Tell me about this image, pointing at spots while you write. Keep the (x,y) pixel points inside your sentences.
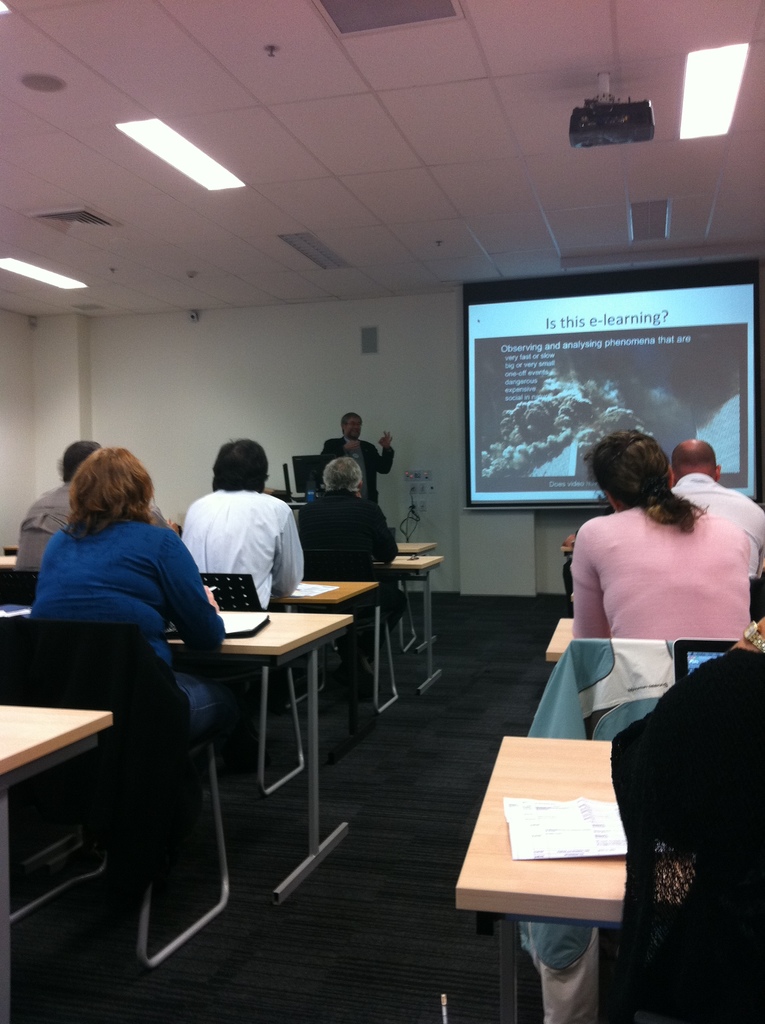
This picture is taken inside a hall (262,796). There are many chairs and table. People (197,643) are sitting on chair (318,572). In front of them there is man (353,434) talking something. There is a screen (491,353) in the background (529,473). On the top (262,202) there is a ceiling (210,132), on it lights (693,114) are there.
